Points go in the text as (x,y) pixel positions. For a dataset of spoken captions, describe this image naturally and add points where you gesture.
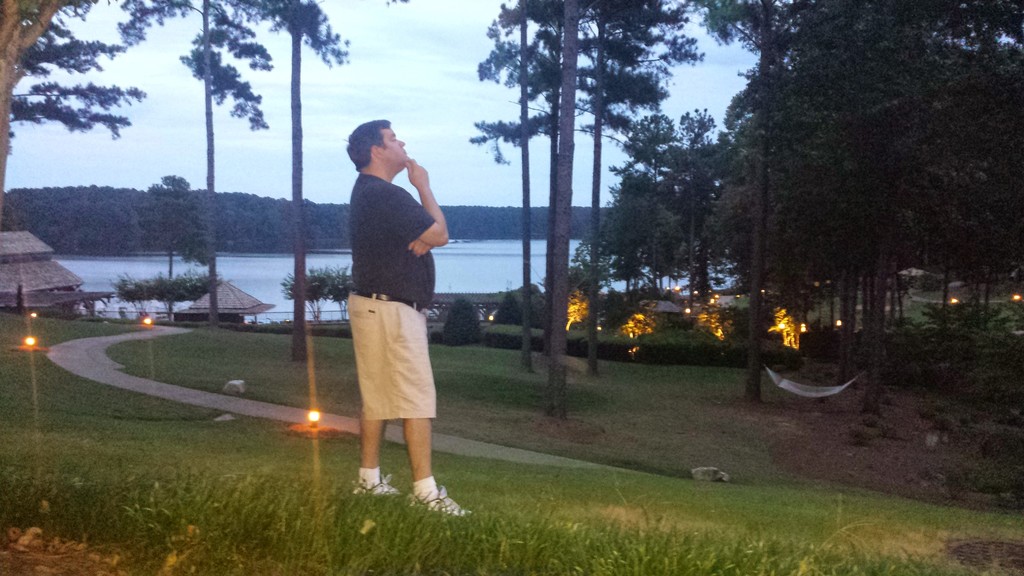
In this image we can see a man (396,390) is standing on the grassy land (410,529). In the background (341,258), we can see trees (876,260), lights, houses (27,254) and a lake (273,291). At the top of the image (358,81), we can see the sky (375,64). There is a hammock (796,389) on the right side of the image (817,391).
